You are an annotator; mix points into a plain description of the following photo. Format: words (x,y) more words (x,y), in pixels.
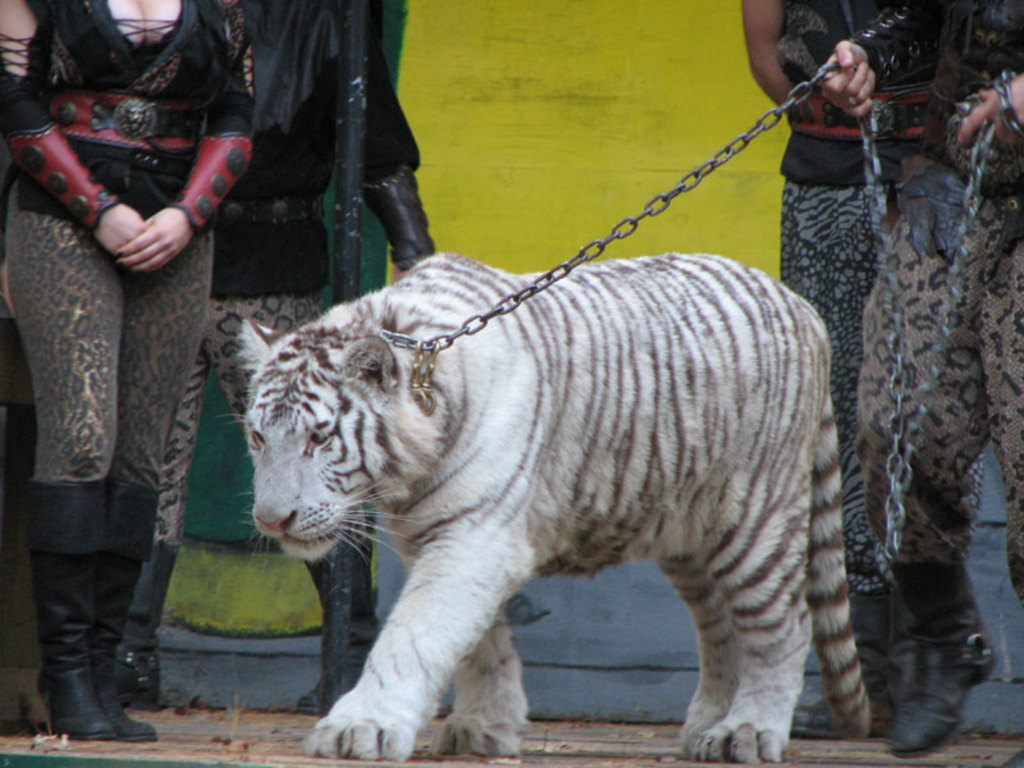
In the image there is a person (971,456) holding a white tiger (395,422) with a chain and behind there are few persons (38,221) standing in front of the wall (745,179).
